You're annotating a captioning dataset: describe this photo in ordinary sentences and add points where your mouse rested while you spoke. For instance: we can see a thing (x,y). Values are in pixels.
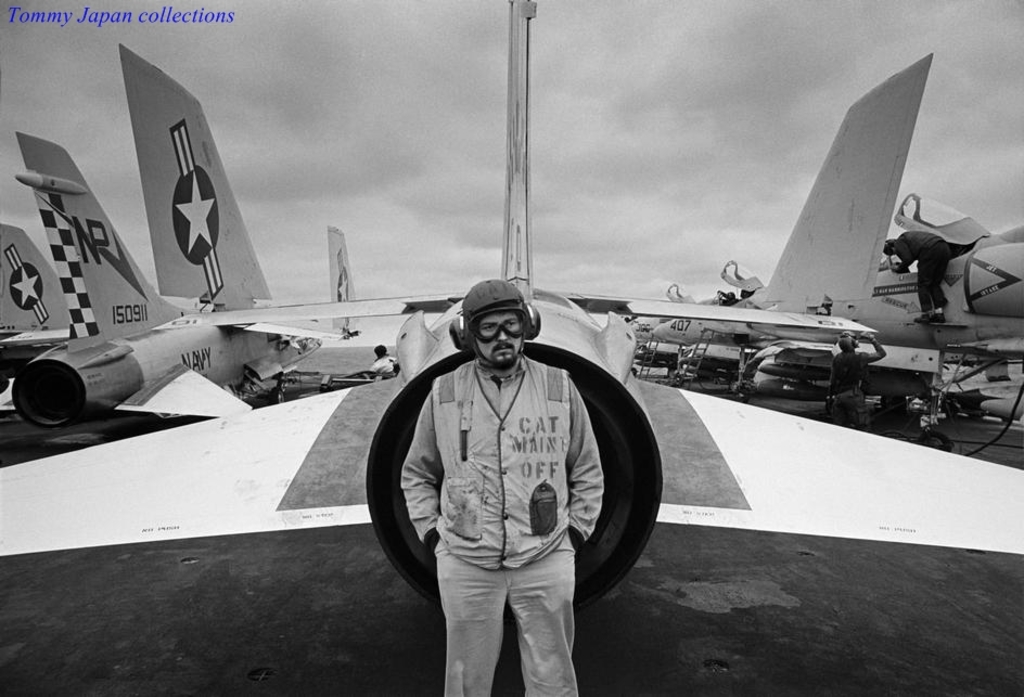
In this image in front there is a person (520,351). Behind him there are a few aircraft's (58,289). There are people (946,267). In the background of the image (770,257) there is sky (737,91). There is some text (206,19) on the top left of the image (236,20).
